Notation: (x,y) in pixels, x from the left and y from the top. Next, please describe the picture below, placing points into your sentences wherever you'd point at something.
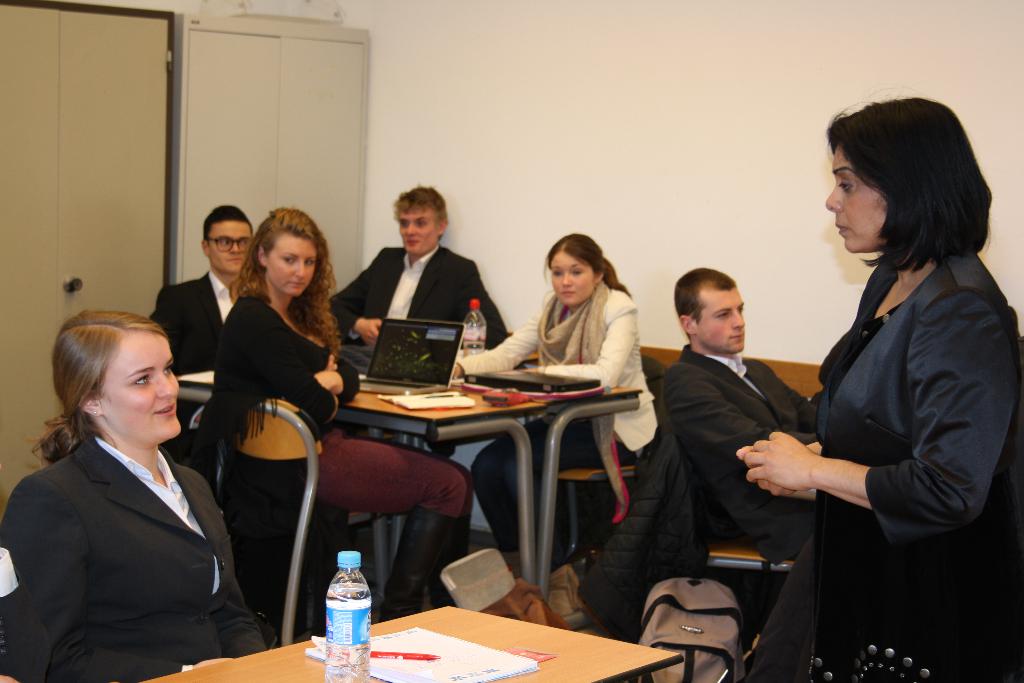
As we can see in the image there is a white color wall (529,102), few people (238,244) standing and sitting on chairs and there is a table (514,625). On table (513,638) there is a pen (406,657), bottle (348,618) and laptop (432,353).
